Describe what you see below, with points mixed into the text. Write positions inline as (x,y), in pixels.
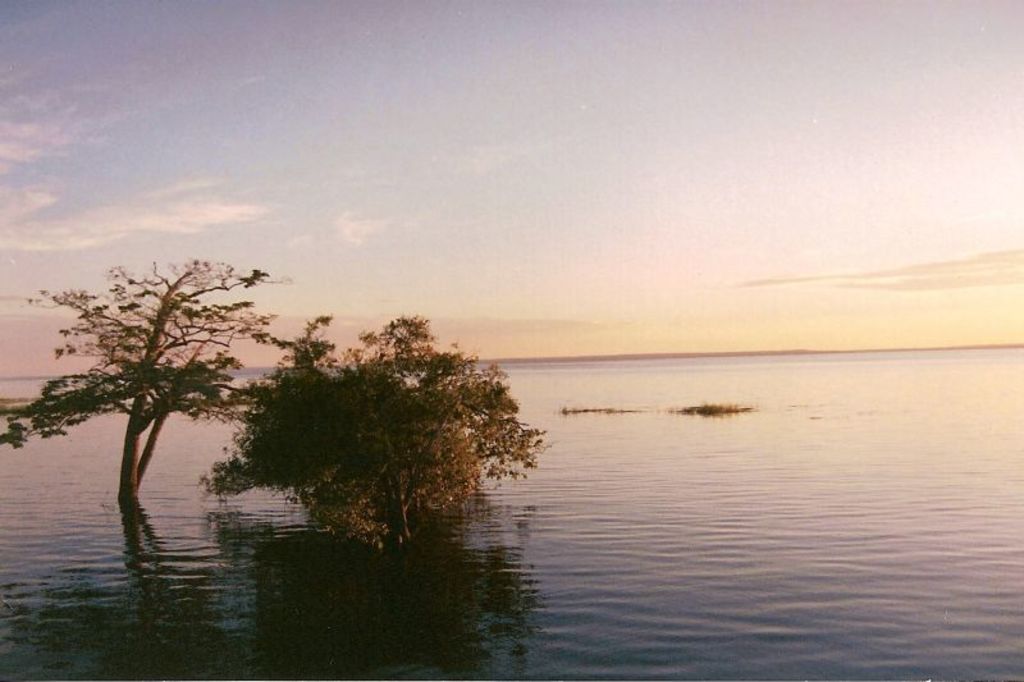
In this picture we can see water (593,632) at the bottom (592,645), there are two trees (319,423) in the middle (402,423), we can see the sky (447,108) at the top of the picture (446,107).
